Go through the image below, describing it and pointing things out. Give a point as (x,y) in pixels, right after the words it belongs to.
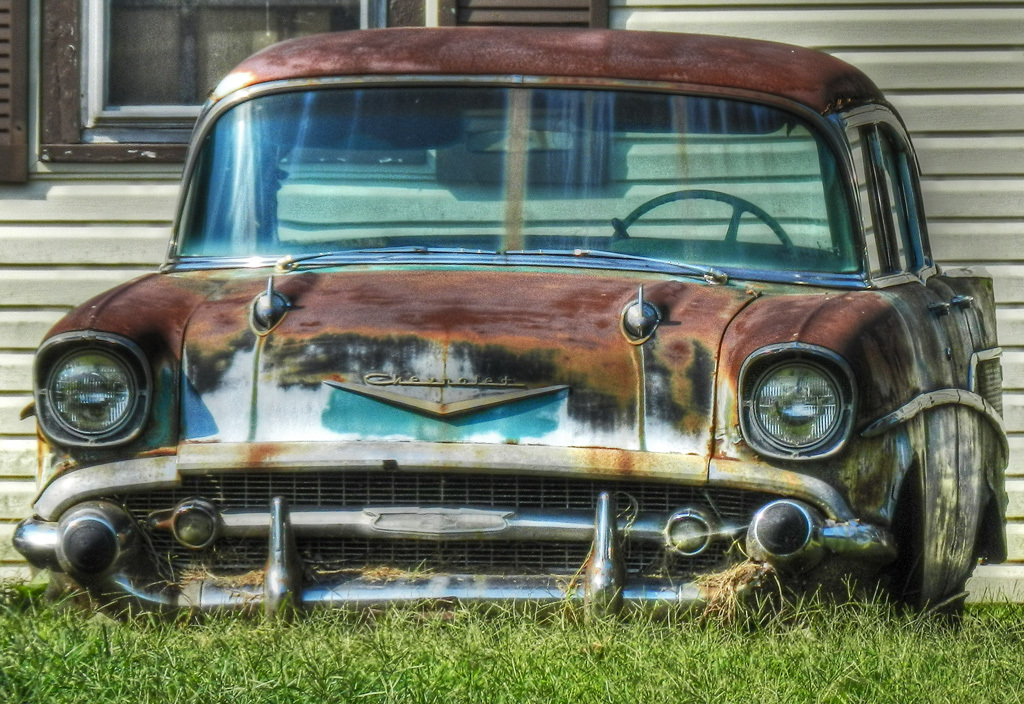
In the center of the image (481,374) we can see old rusted car (532,322). At the bottom (204,644) there is grass (331,657). In the background (991,75) there is a wall (864,52) and a window (291,13).
